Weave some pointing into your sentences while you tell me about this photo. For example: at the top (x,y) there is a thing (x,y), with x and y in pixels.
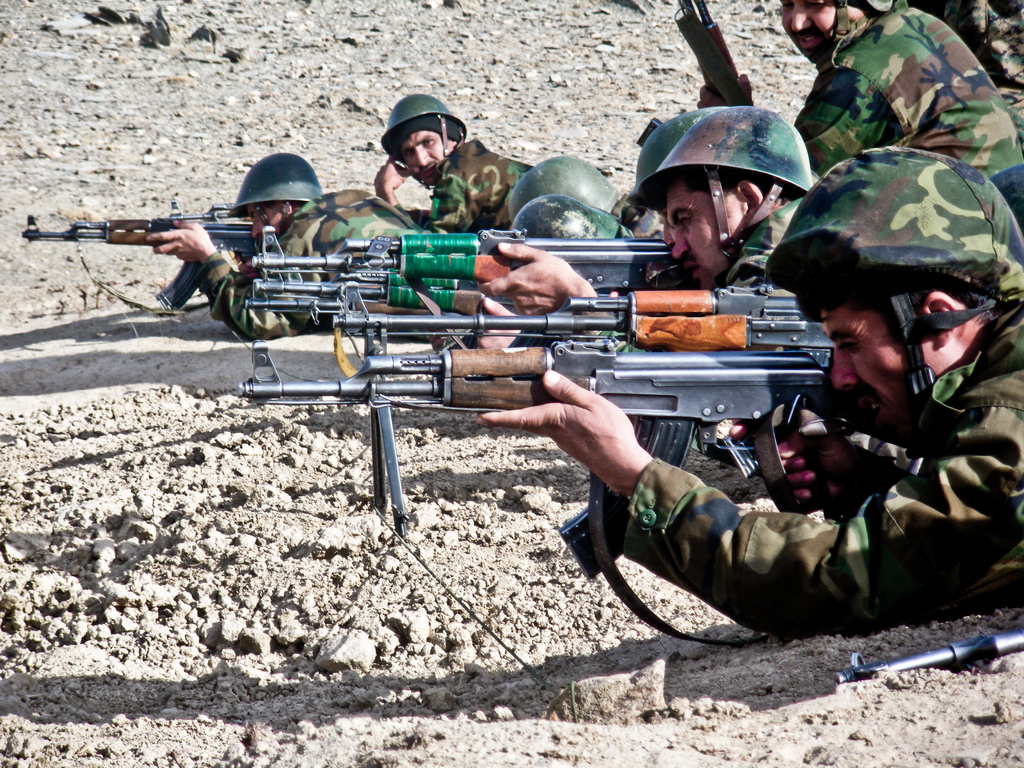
In this image, we can see some soldiers (893,367) on the ground (114,69) holding guns (464,300).
